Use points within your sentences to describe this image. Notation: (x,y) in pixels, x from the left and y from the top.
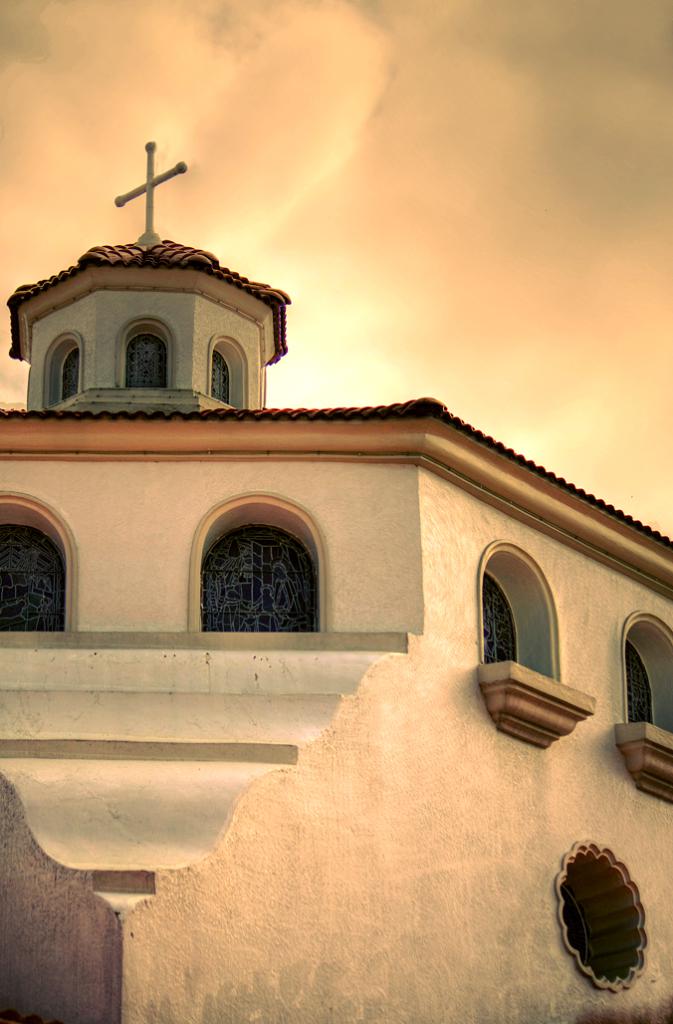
In the center of the image (345,405) we can see the sky (319,46), windows (283,573), one building (299,724), cross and a wall (294,795).
